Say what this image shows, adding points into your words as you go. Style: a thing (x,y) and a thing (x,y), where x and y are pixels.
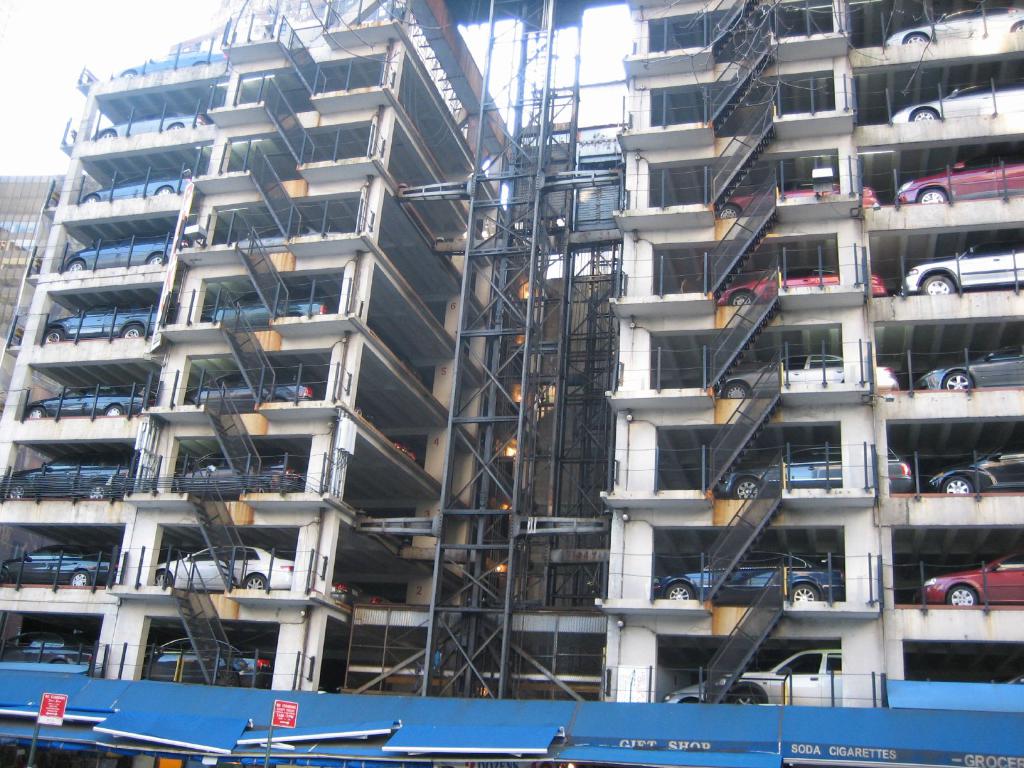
In this image we can see parking lots (790,524), iron grills (557,98) and sky (569,68).
